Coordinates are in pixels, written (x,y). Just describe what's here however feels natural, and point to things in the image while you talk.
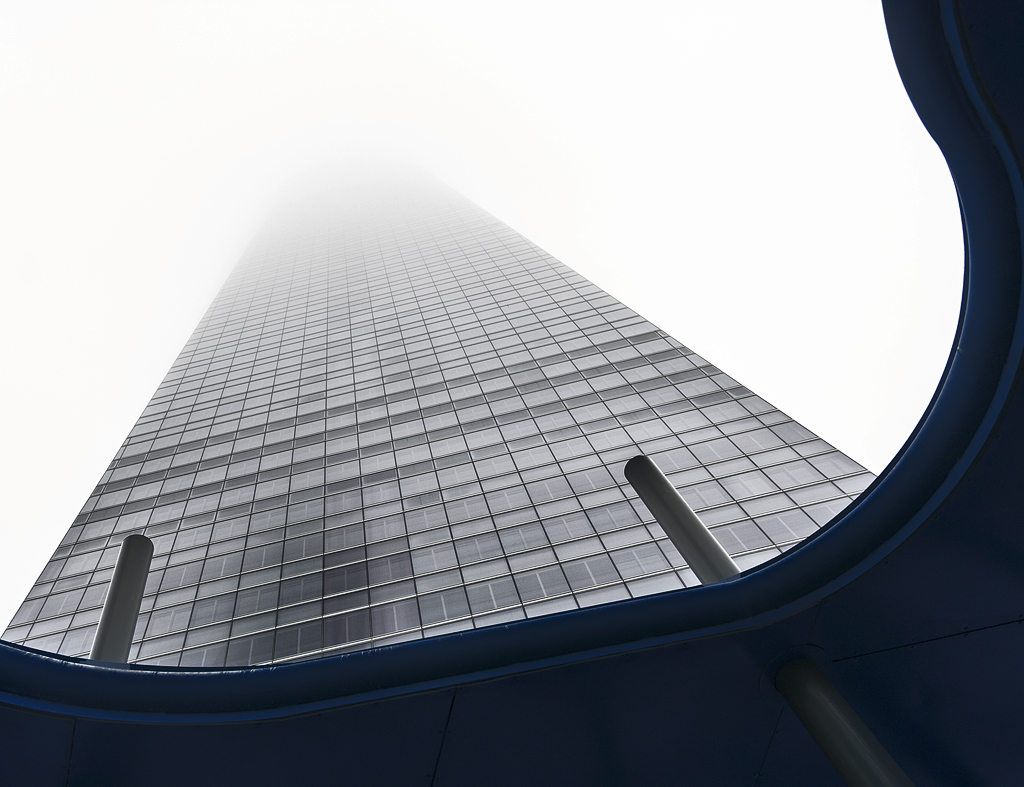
In this picture, we see two poles (113,654) and a building (573,506) in grey color. In the background (697,247), we see the sky (748,228).
